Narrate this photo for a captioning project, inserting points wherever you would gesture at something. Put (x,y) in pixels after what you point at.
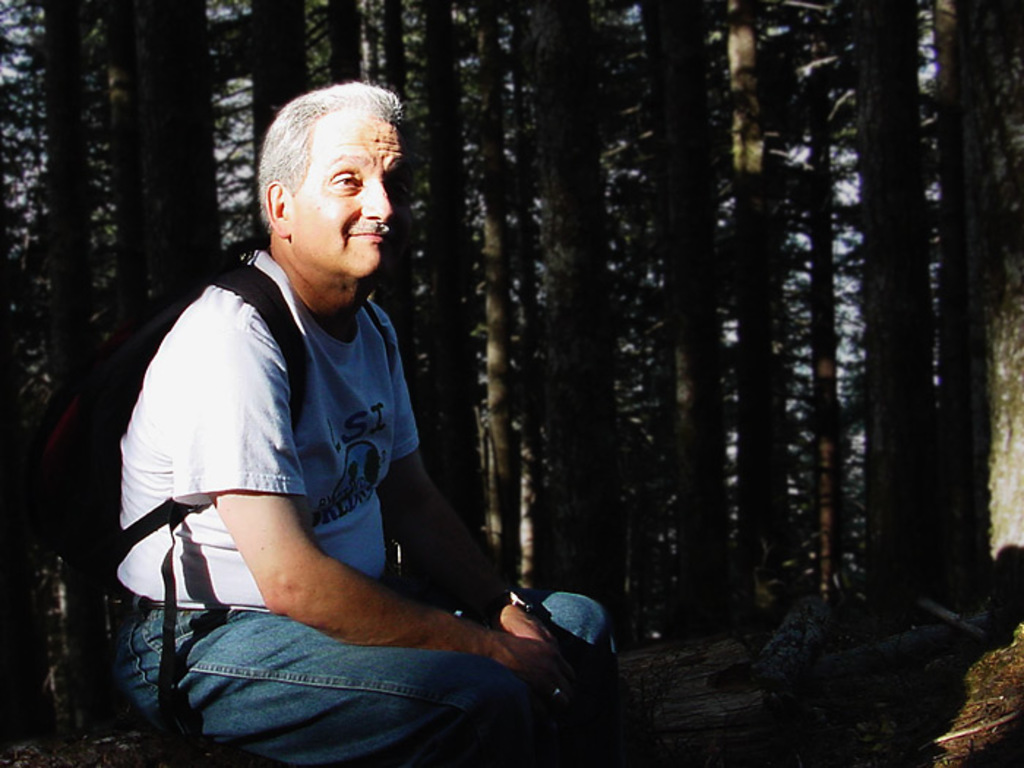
In this picture there is an old man (362,490) wearing white color t-shirt (347,542), sitting and giving a pose into the camera. Behind there are tall trees (632,495).
